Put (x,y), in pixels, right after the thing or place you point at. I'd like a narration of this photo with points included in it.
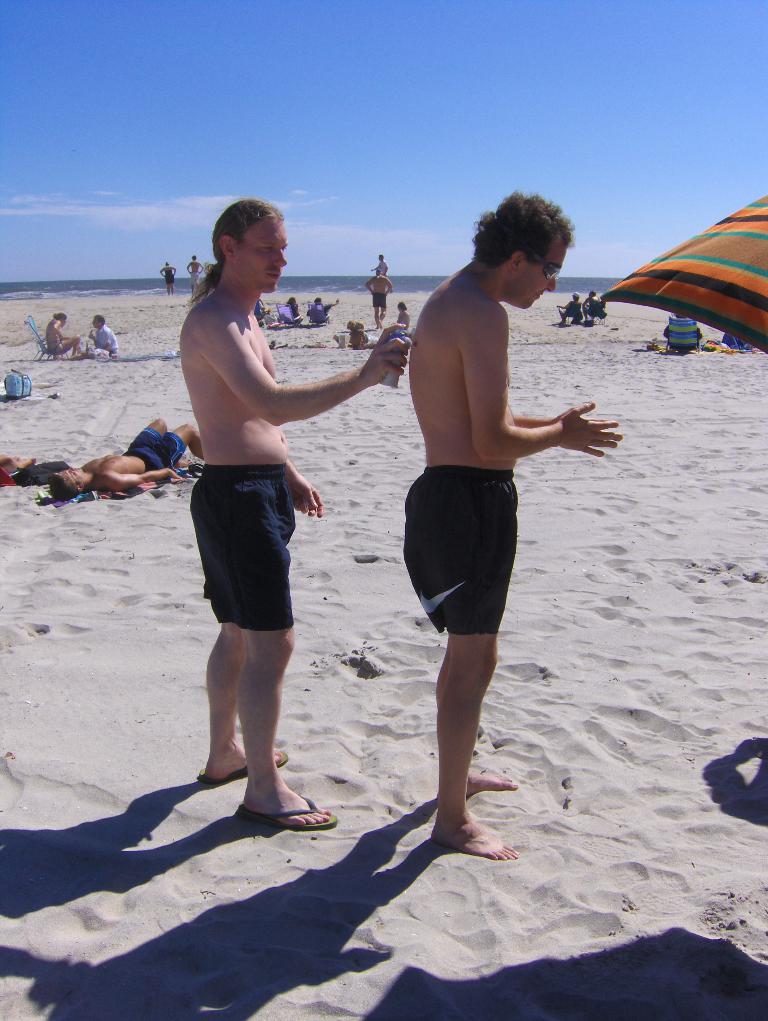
In the center of the image (269,402) we can see two people (273,786) standing. On the left (226,353) we can see a man (258,786) standing and holding a tin (392,381). At the bottom (231,922) there is sand (324,902) and we can see people (133,480) lying on the sand (83,545). Some of them are sitting and standing. In the background (65,284) there is water (293,280) and we can see sky (254,179). On the right (709,248) there is a parasol (705,312).
